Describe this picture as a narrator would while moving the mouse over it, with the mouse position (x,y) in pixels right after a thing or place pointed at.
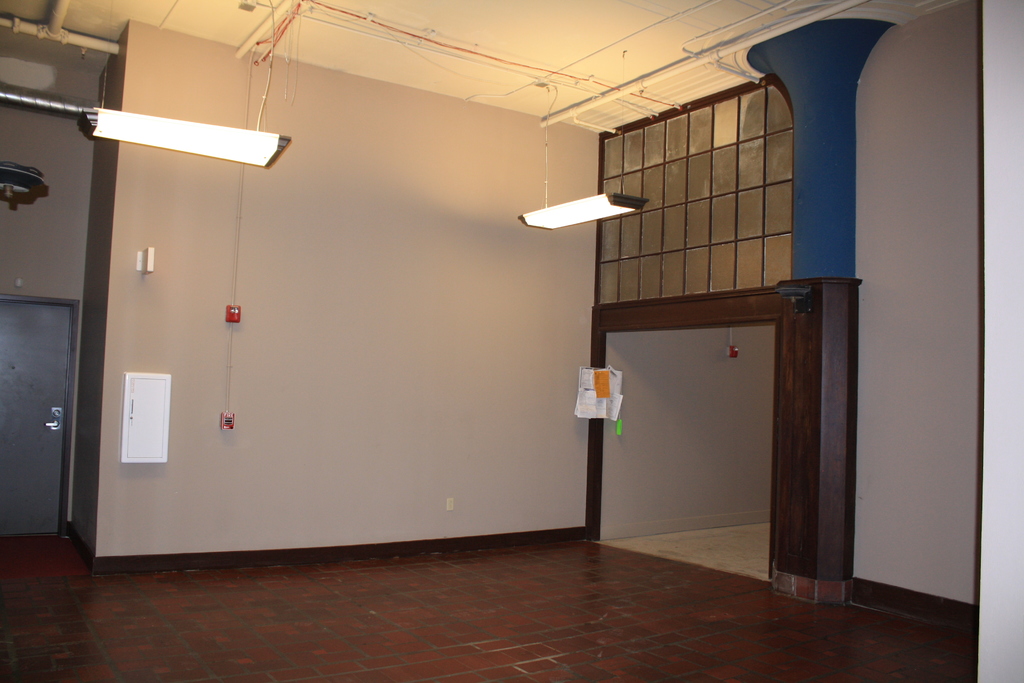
This image is clicked inside the room (846,579). On the right (781,468), we can see a door (626,322). At the top (605,207), there are lights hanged to the roof (651,98). In the front (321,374), there is a wall (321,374). On the left (25,361), there is a door (25,361). At the bottom (74,655), there is a floor (84,669).
